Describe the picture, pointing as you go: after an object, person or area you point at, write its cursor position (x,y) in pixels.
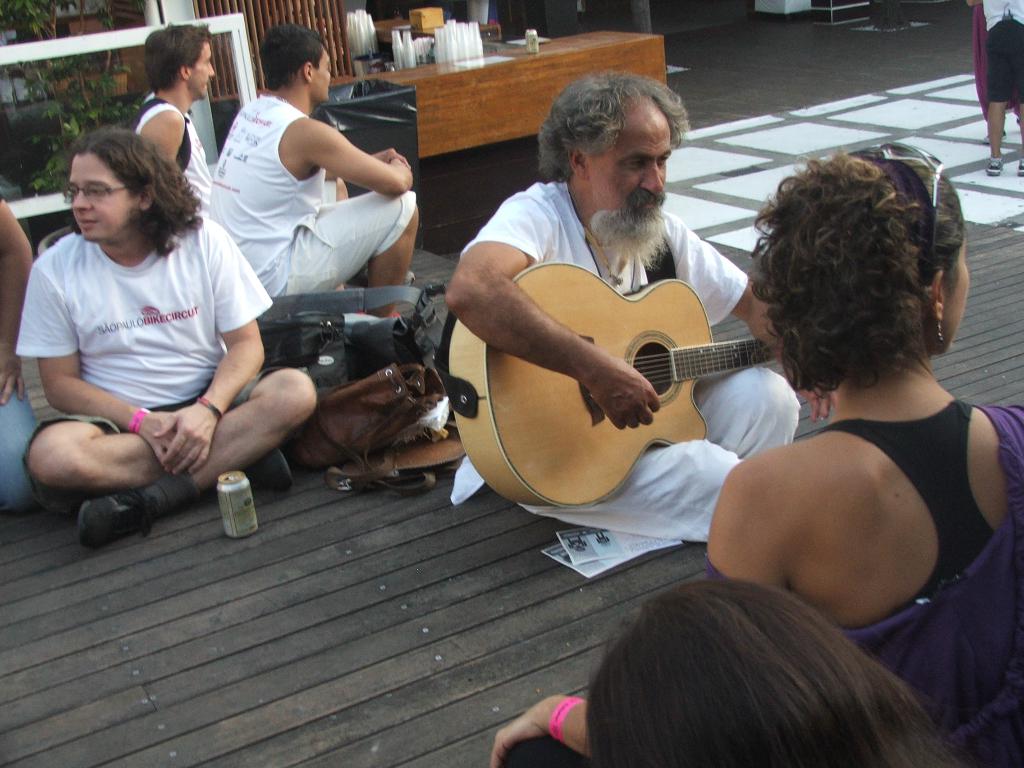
In this picture there are few people (294,393) sitting. The man (644,524) to the right (709,292) is playing guitar (562,442). Beside him there is a table (502,128) and on it there are glasses (440,46) on it. There are plants (69,130) in the image.
